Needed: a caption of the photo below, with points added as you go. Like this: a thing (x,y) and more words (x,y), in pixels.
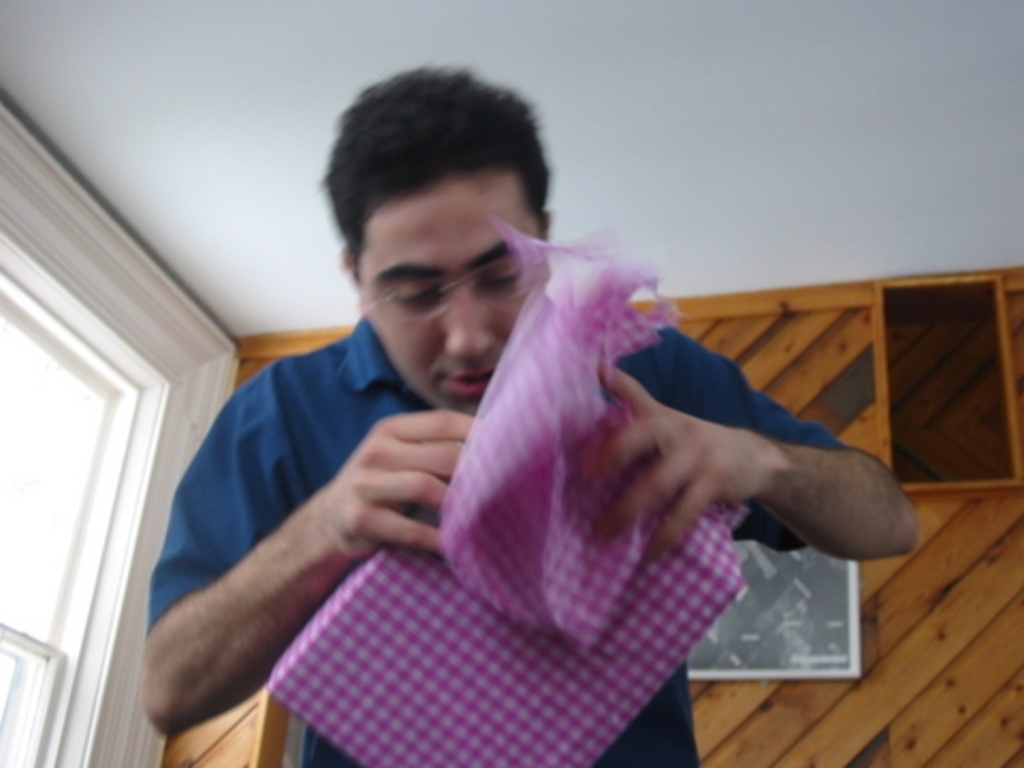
In this picture we can see a person (382,369), he is holding an object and in the background (913,172) we can see a roof (877,161) and some objects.
